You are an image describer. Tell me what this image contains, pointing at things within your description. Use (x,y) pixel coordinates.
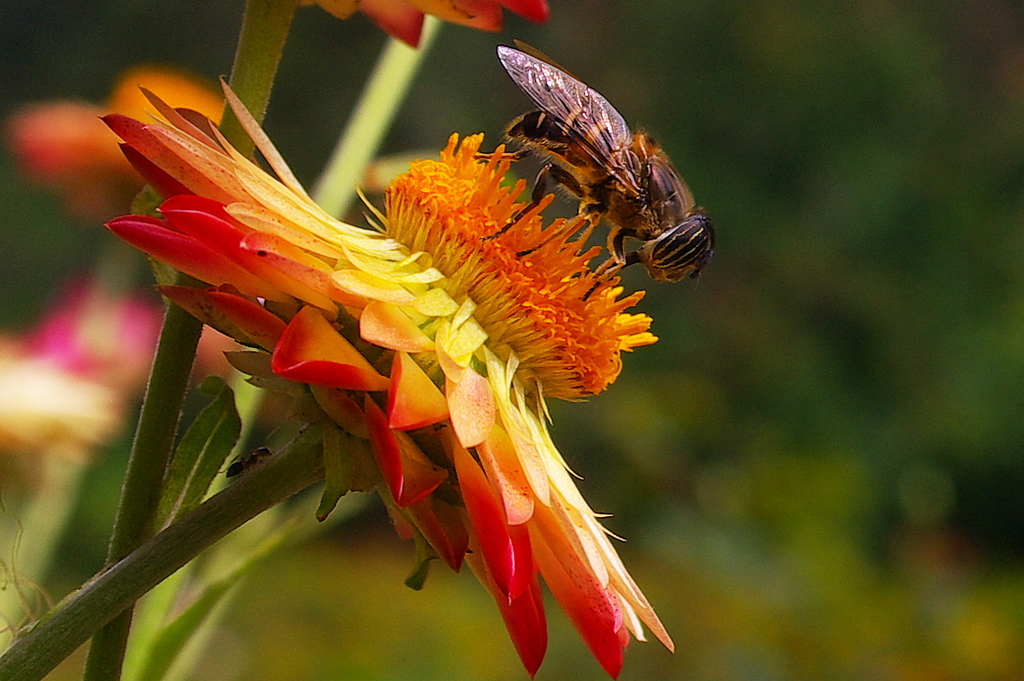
This image consists of a flower (385,423). On that there is one insect (658,231). That flower (391,207) is in orange color.
